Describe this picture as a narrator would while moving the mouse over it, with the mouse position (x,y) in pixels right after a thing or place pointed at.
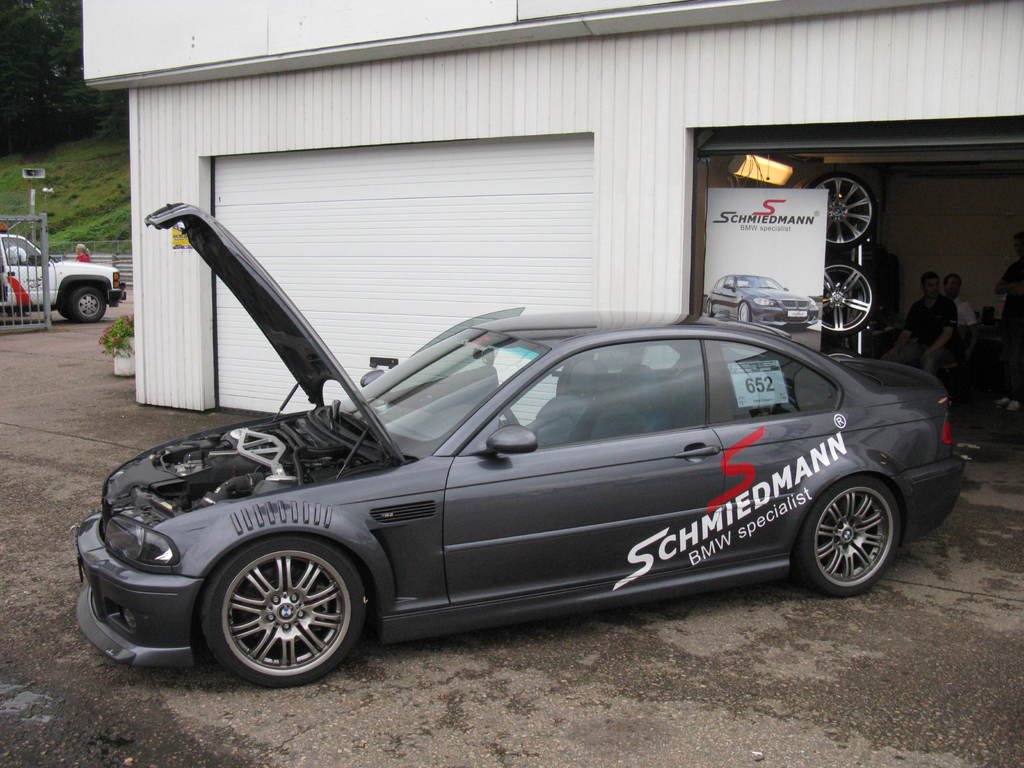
In this picture, there is a car (348,509) in the center (526,440) which is in grey in color. It is facing towards the left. Towards right (693,128), there is a building (514,223) with two roller shutters (362,206). In the shutter (879,228), there are people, tires (852,297) and a board (749,247). Towards the left (53,287), there is a grass (60,219), vehicle (20,265) and trees (43,89).
